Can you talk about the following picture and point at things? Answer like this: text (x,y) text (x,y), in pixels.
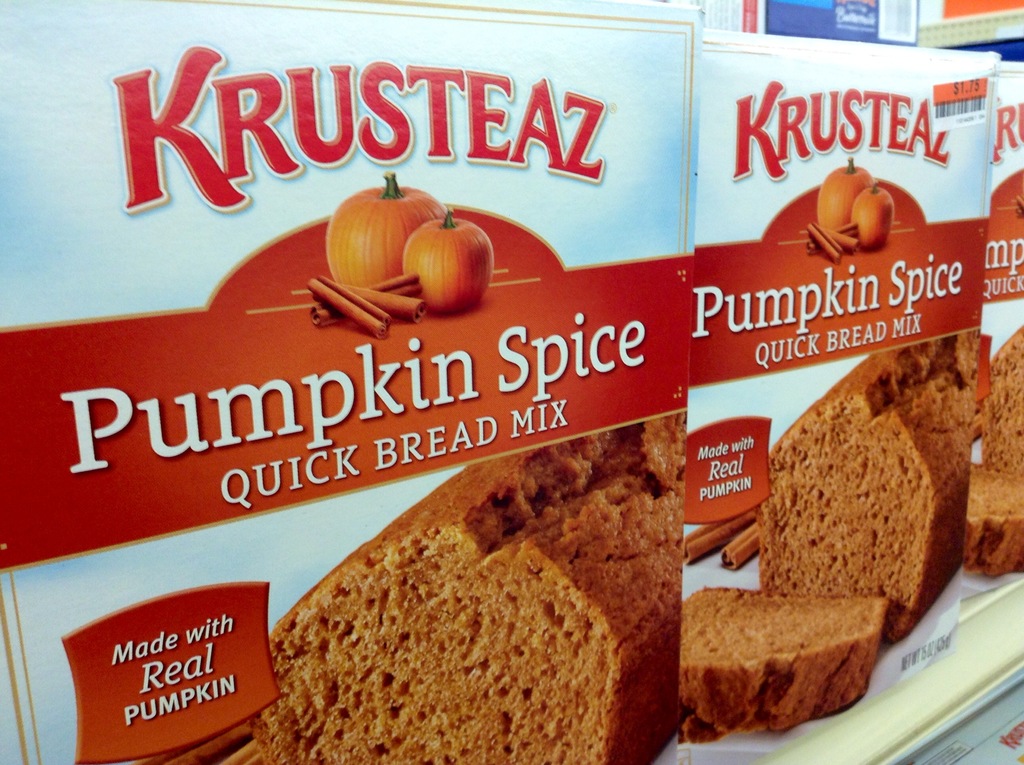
In this image we can see few food packets (804,258) placed on the racks (1001,603). We can see some food (482,619), few pumpkins (399,273) and some text (432,365) printed on the packets (366,307) of the product (420,307).
